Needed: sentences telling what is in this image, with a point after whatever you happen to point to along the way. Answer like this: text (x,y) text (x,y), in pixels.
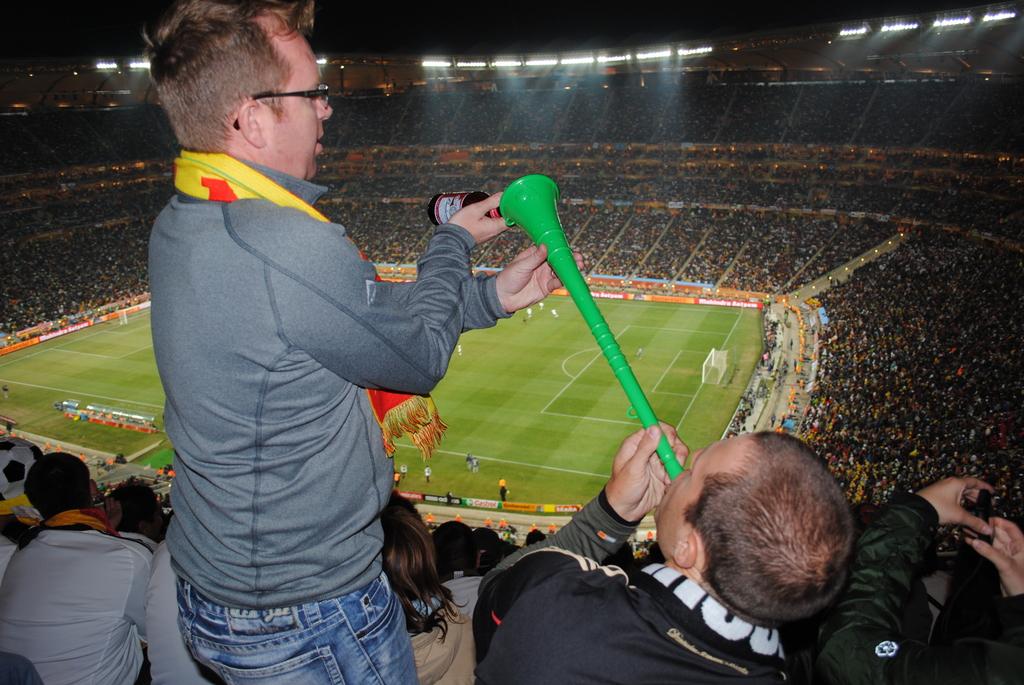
This is a stadium (401,236). In the middle of the image (556,387) there is a ground (499,408) and few people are playing a game. At the bottom (744,635) there is a man (575,664) holding a musical instrument (516,219) in the hand (648,437). On the left side (263,430) there is another man (287,422) wearing t-shirt (296,331), jeans (305,618), standing, holding a bottle (463,204) in the hand (464,223) and looking at the musical instrument (559,227). In the background (637,182) I can see a crowd of people (24,530) sitting in the stadium (41,257). At the top of the image (628,53) there are few lights (493,62) in the dark.
